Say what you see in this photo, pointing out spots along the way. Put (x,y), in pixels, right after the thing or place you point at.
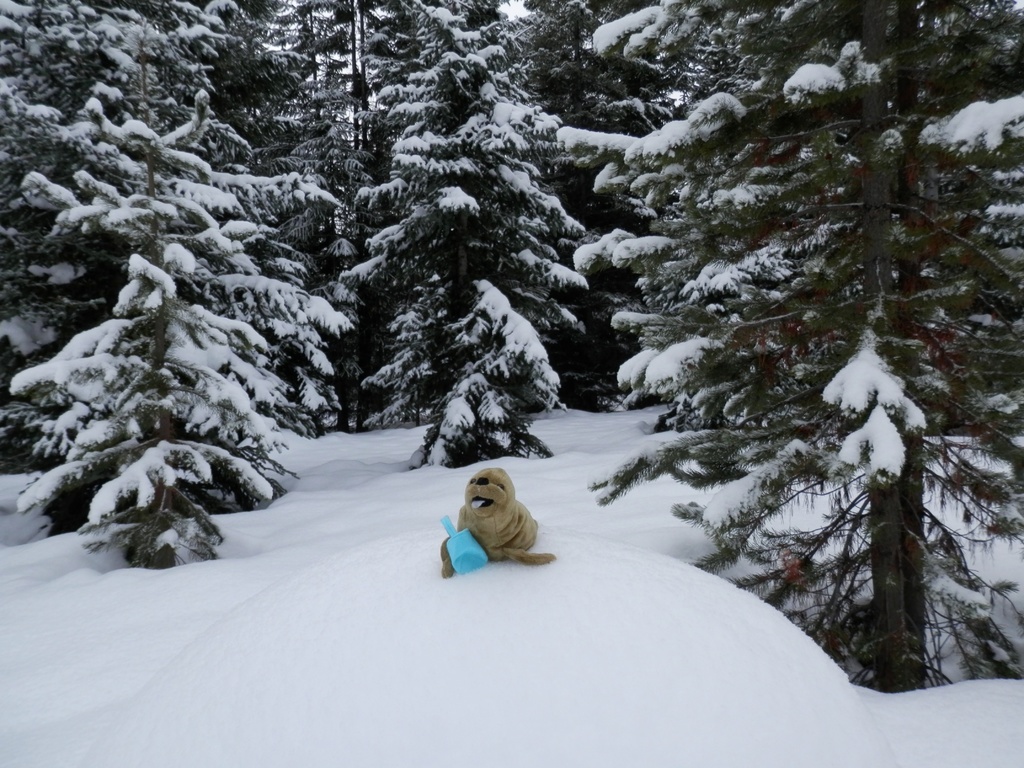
In this image, we can see an animal (490,534) on the snow (532,621). Beside it, we can see a blue color thing (462,555). Background (501,350) there are so many trees (444,346) with snow (27,179).
